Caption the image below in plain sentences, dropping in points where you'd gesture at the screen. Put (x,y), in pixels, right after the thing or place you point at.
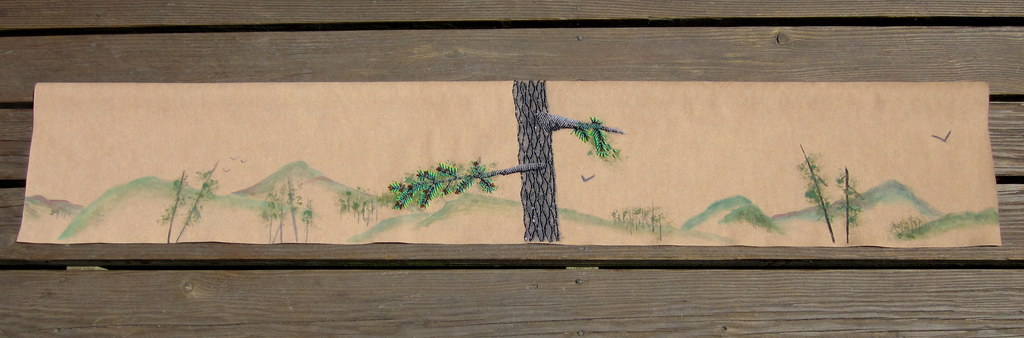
In this image there is a paper (512,171) on which there is a painting (566,182) which is on the wooden surface (396,62).
